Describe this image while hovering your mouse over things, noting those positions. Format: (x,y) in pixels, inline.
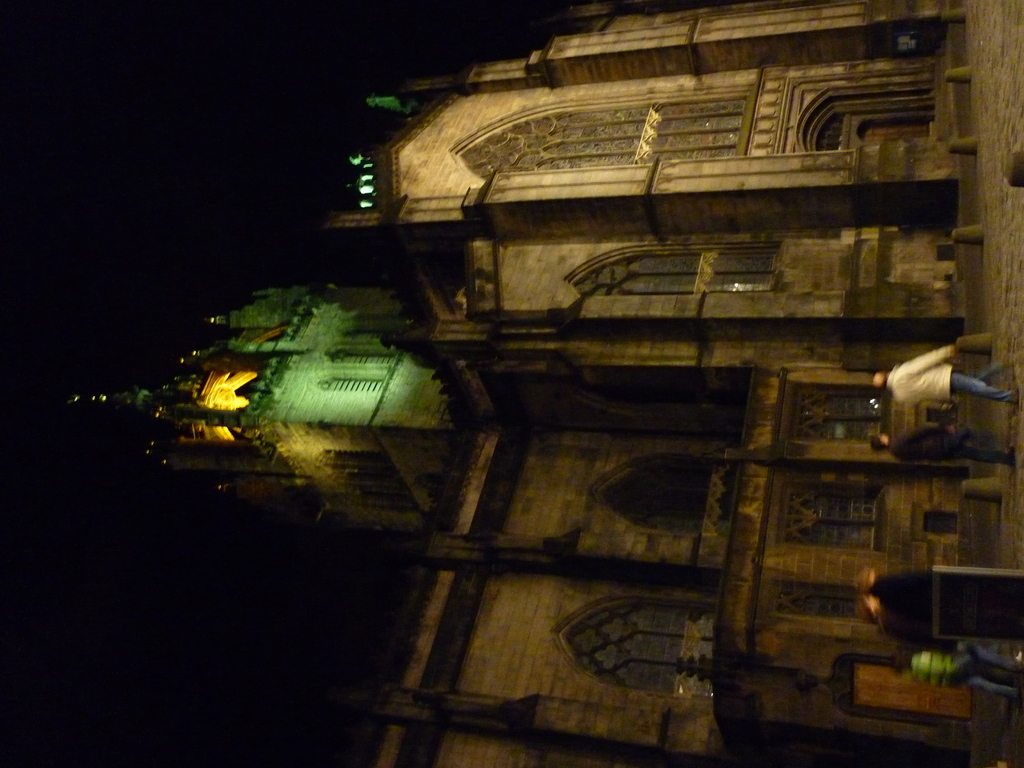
In this picture we can see a building (600,409), there are some people (912,657) walking on the right side (975,382), we can see a dark background (140,124).
